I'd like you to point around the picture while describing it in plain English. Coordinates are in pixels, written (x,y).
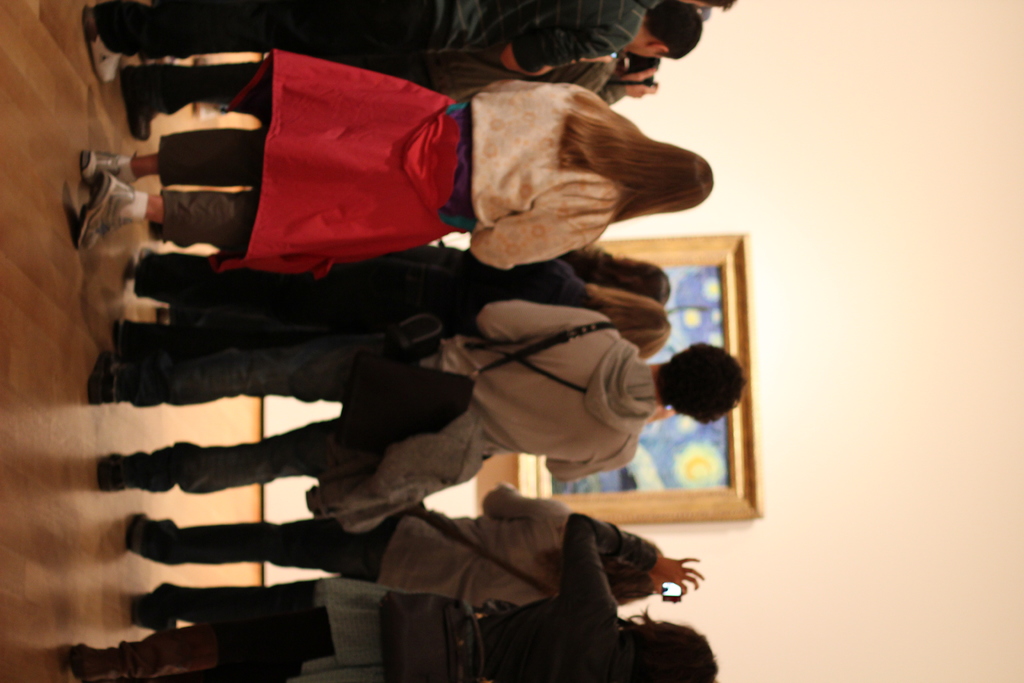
In this image there are people (574,258) standing on the floor (95,531). In front of them there is a photo frame (730,429) on the wall (797,292).
